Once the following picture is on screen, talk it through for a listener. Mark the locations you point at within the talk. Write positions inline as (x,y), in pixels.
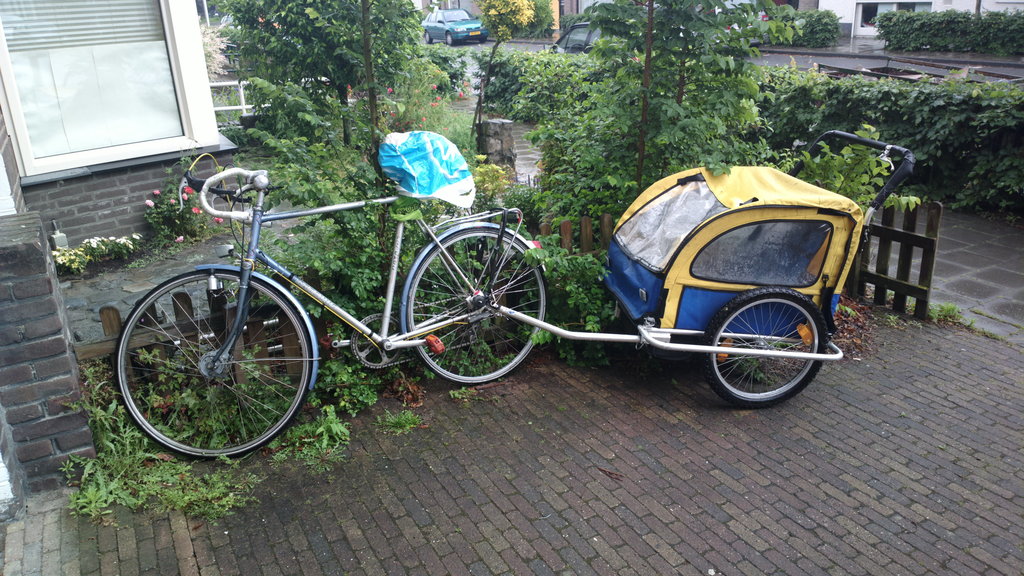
In this picture there is a bicycle (528,298) in the foreground (422,203) and there is a trolley (672,328). At the back (381,19) there are buildings (77,62) and trees (702,58) and vehicles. In the foreground (287,99) there is a wooden fence (141,346) and there are flowers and plants (283,113).
